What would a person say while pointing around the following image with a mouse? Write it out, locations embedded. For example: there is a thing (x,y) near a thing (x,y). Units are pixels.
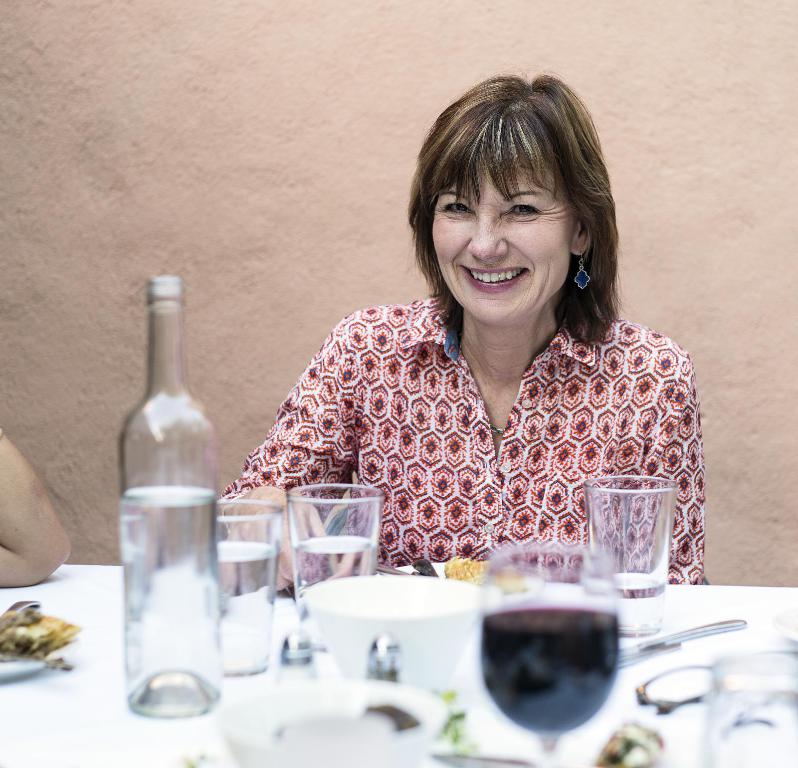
This image consists of a table (527,747) on which there are bottle (173,600), glasses (229,532), Bowl (377,742), Cup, spoon (659,651), fork (646,650). There is a woman (444,532) sitting near the table (115,702). She is smiling.
